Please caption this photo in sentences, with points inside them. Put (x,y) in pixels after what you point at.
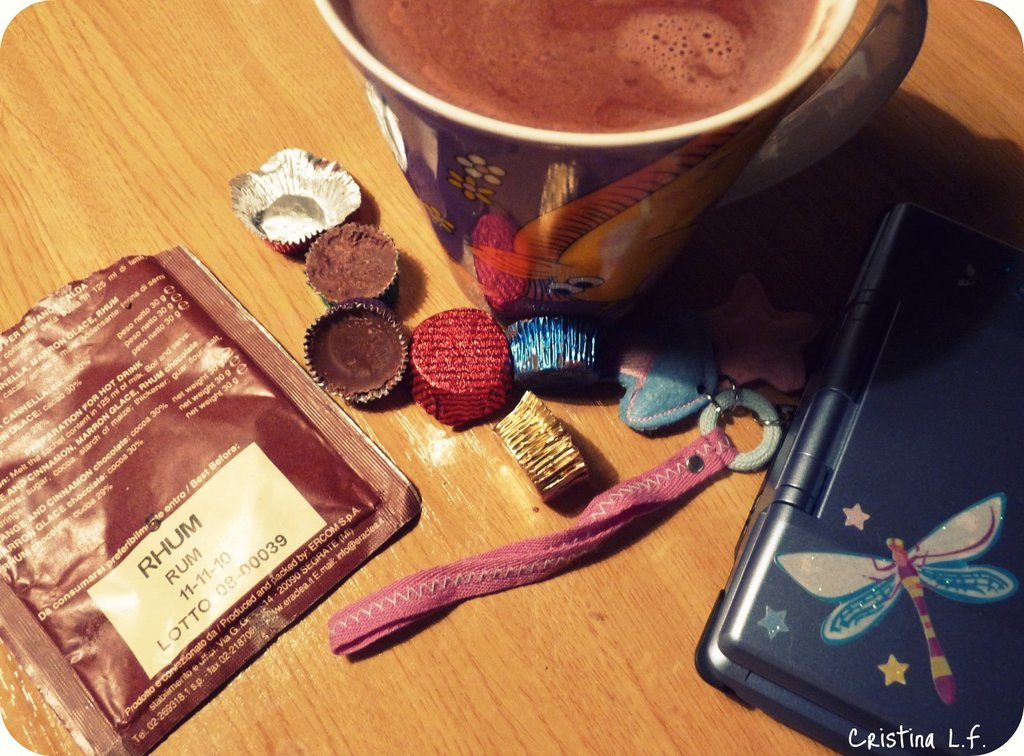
Here we can see a food packet (367,525), chocolates (344,381), mug (653,60) with drink (773,4), and an object (803,439) on a wooden platform (571,588). There is a watermark (948,740).
